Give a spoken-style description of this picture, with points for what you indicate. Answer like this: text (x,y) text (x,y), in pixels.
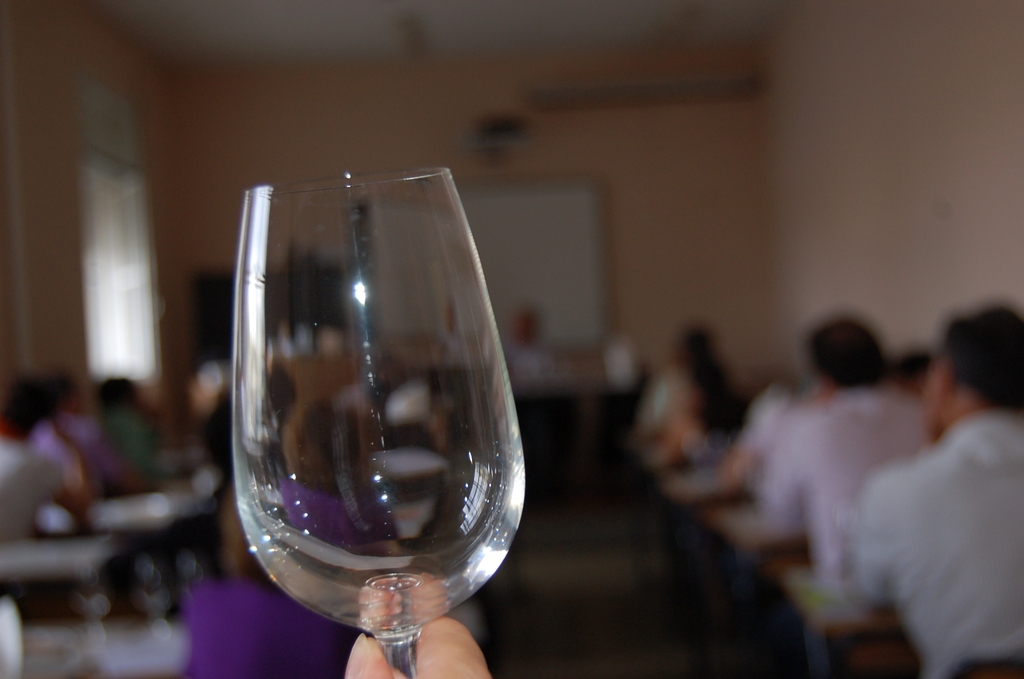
This image is clicked in a room (563,537). There are many persons (211,399) in this image. In the front (353,655), the person (364,652) is holding a wine glass (395,450). In the background (33,206), there is a wall (711,258) along with board (522,301).
